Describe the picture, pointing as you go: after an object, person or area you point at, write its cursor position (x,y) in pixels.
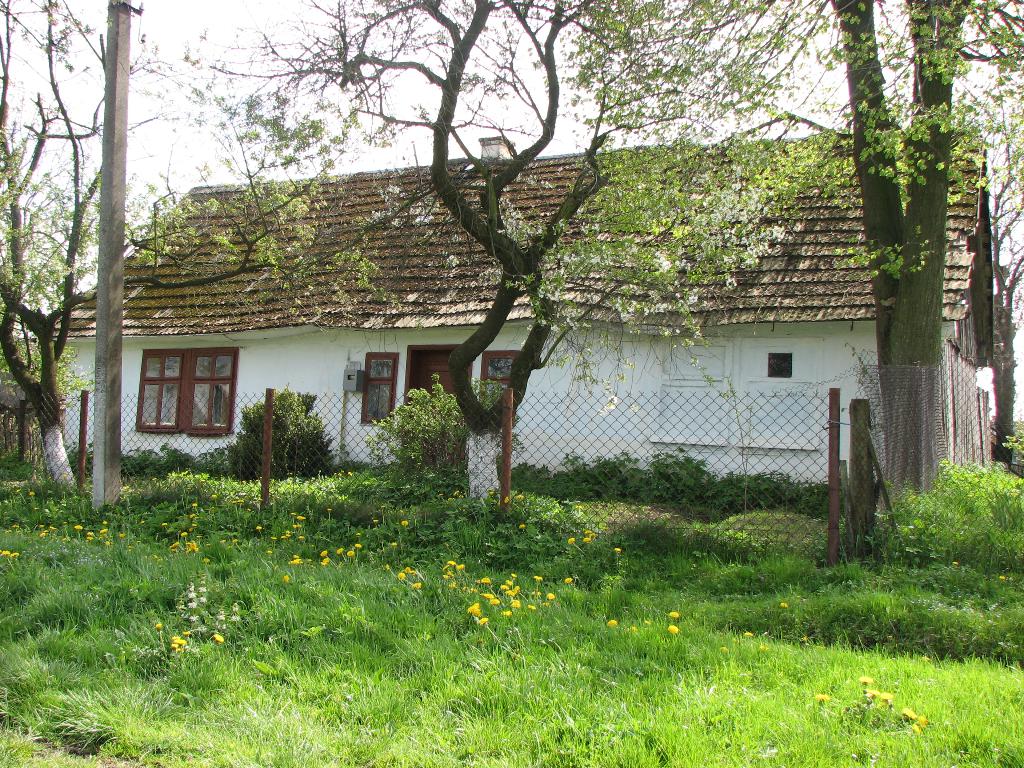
In the given image i can see a house (637,336) with windows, trees (37,320), plants (218,502), grass (70,709), flowers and fence (216,459).
